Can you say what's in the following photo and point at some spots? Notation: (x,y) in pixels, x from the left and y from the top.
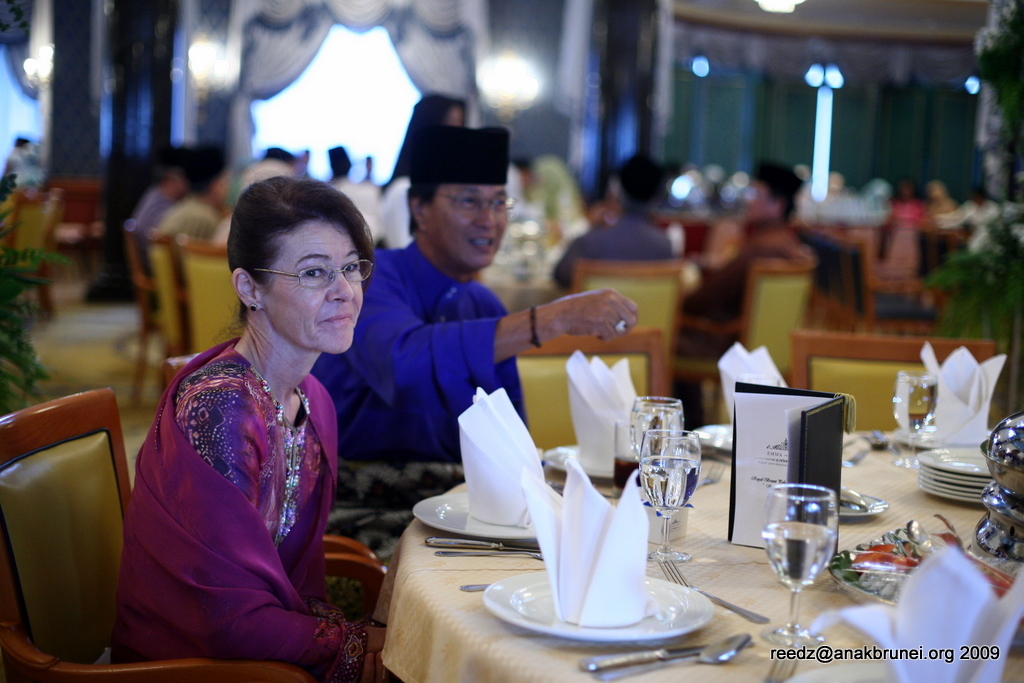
There is a woman (252,511) and man (410,352) sitting on the chair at the table (715,550). We can see glasses (793,597), plates (645,629), tissue papers (929,595), spoon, fork (785,671), knife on the table (750,549). Behind them there are few people (938,203) sitting on the chair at the table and there is a curtain (424,6) here.
